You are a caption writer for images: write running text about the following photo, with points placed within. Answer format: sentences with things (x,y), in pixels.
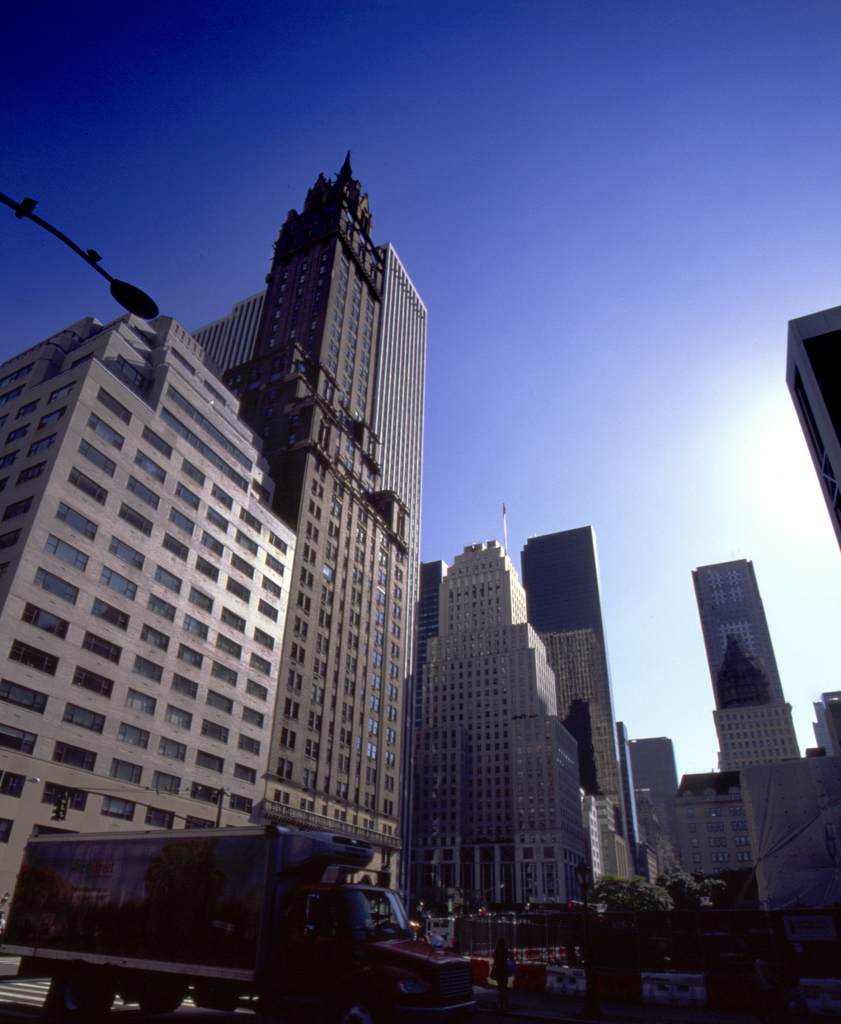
In this image we can see buildings (312,611) with windows (315,553), vehicles (268,835), plants (635,898) and we can also see the sky (432,238).
